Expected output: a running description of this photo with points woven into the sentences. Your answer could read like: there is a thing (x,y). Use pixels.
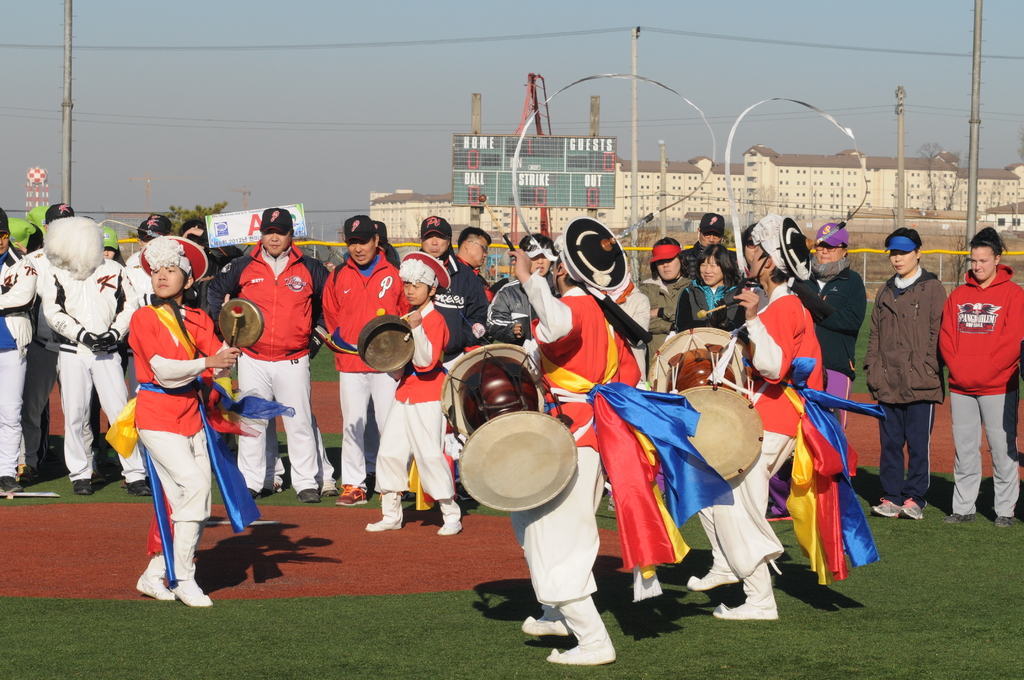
in this image there are few people (659,423). a parade is going on, two people (653,434) are holding drums (486,445) in the front (588,475). behind them there are many people (295,275) watching them. behind those people (459,273) there are buildings (649,174).
